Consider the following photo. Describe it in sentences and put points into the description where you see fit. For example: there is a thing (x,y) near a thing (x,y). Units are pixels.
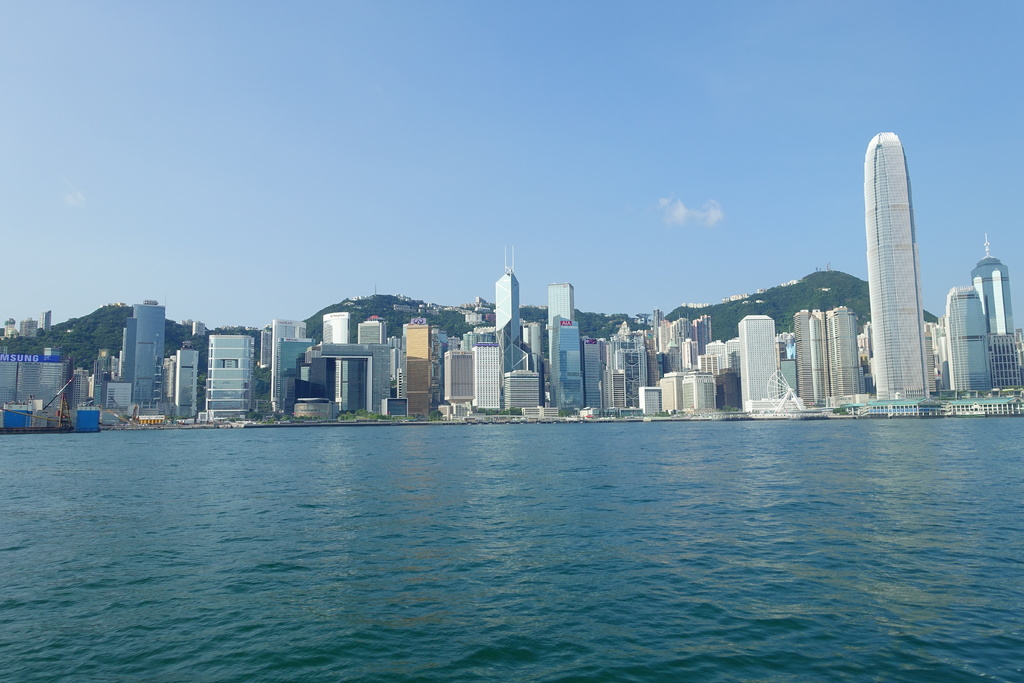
In this image there is the water (422,511). Behind the water (359,492) there are buildings (514,358) and skyscrapers (892,324). In the background (804,296) there are mountains (383,299). At the top (501,116) there is the sky (571,136).
